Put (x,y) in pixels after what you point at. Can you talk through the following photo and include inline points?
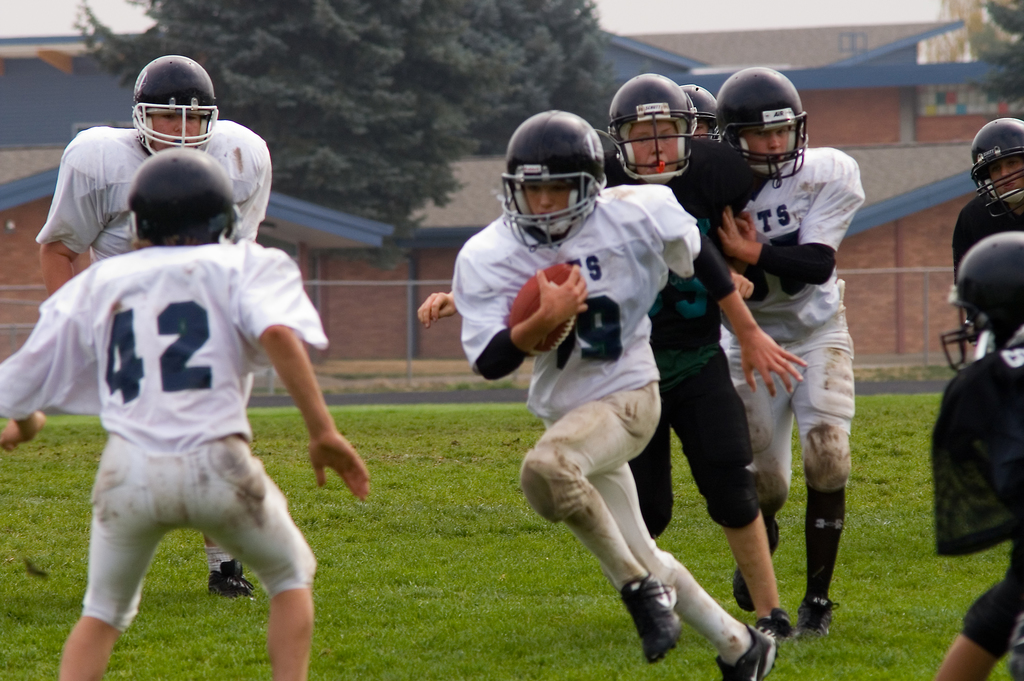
In this picture there are people (225,347) in the center of the image (606,255) on the grassland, it seems to be they are playing and there are houses (761,39) and trees (480,82) in the background area of the image (686,56).
